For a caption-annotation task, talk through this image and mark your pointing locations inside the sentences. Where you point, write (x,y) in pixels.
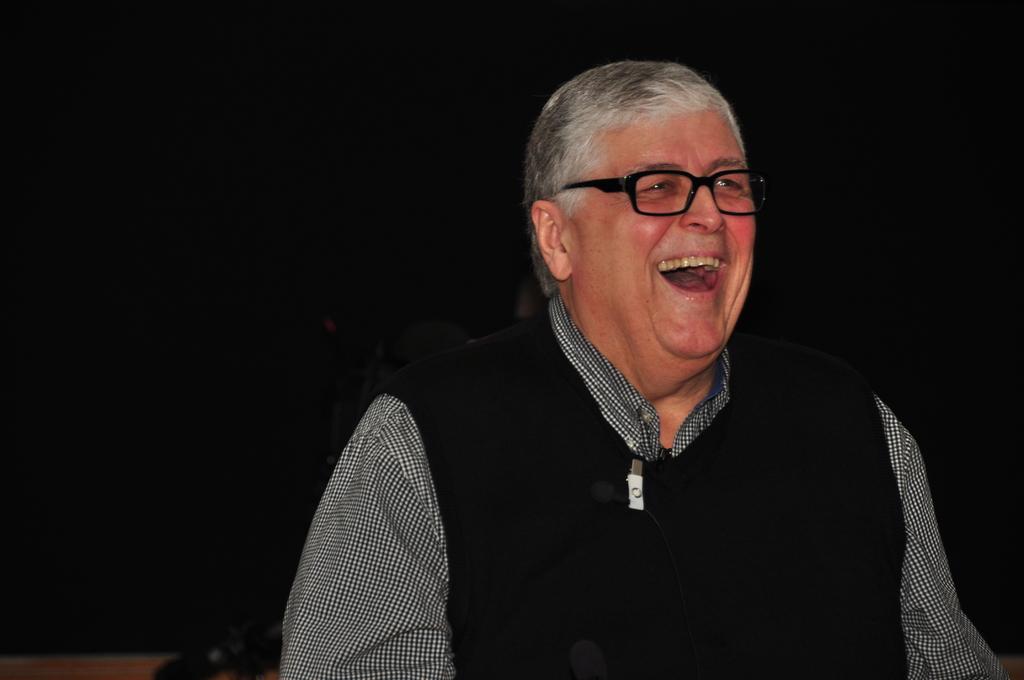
In this image I can see a man (576,553) is laughing, he is wearing a black color sweater (656,548).
